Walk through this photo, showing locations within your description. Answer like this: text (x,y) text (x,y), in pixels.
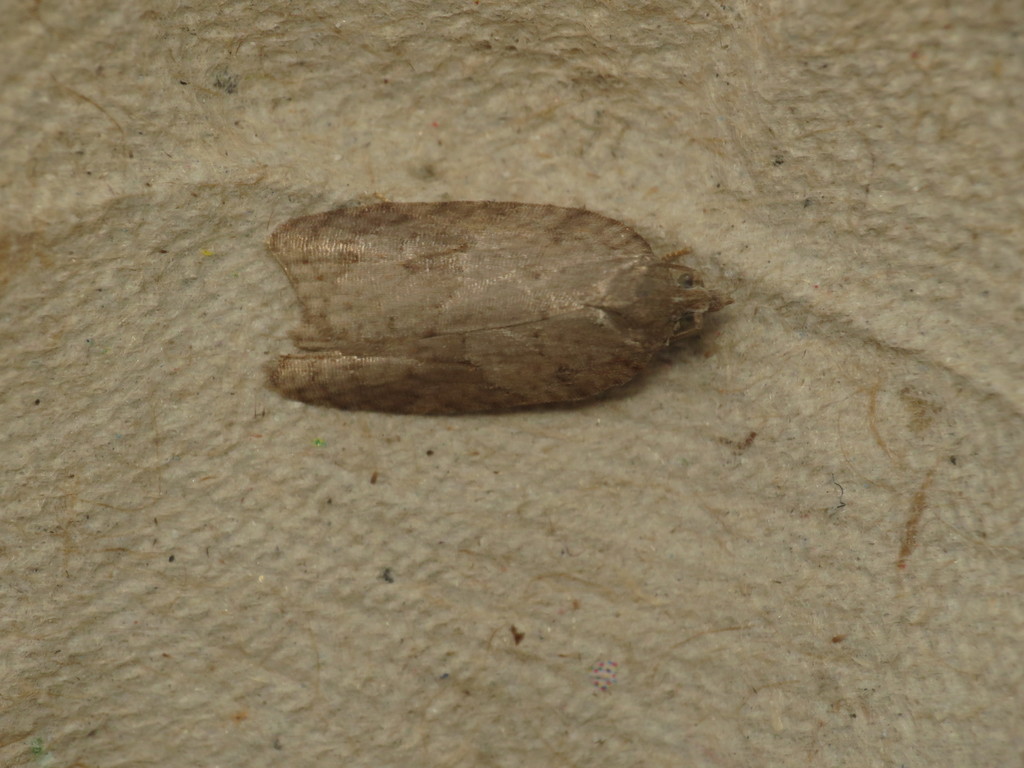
In this image we can see an insect (468,301) on the brown surface (739,318).
